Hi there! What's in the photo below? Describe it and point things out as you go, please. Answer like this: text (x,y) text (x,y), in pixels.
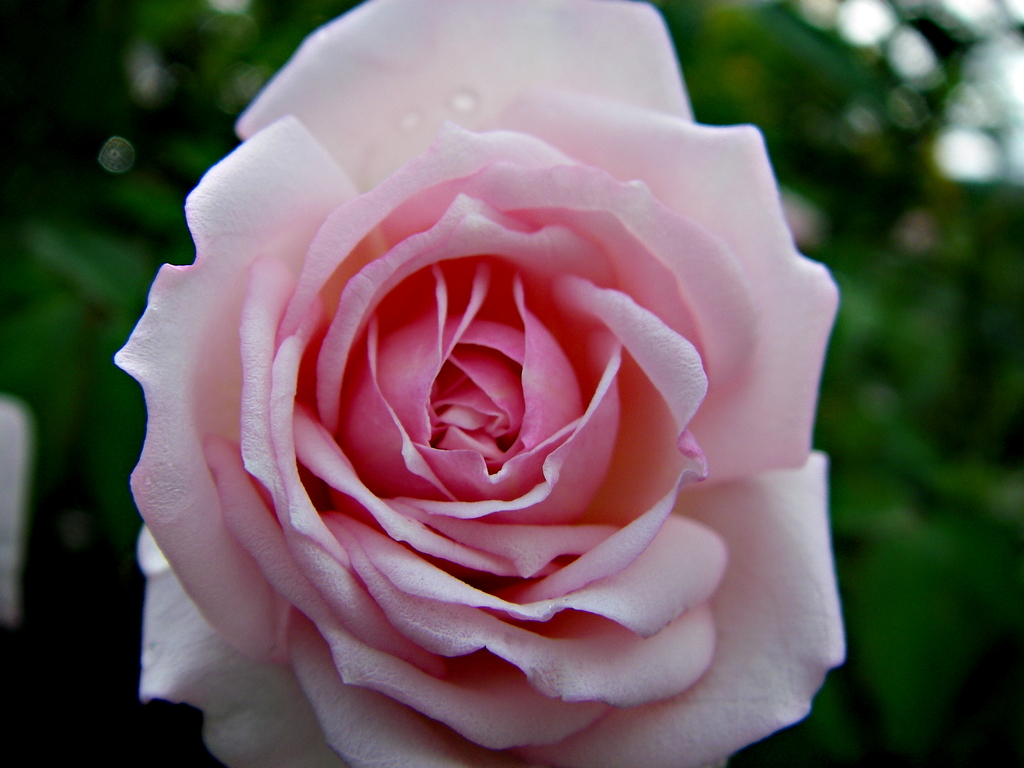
In this picture I can see a rose flower (570,487) and I can see blurry background (840,417).
